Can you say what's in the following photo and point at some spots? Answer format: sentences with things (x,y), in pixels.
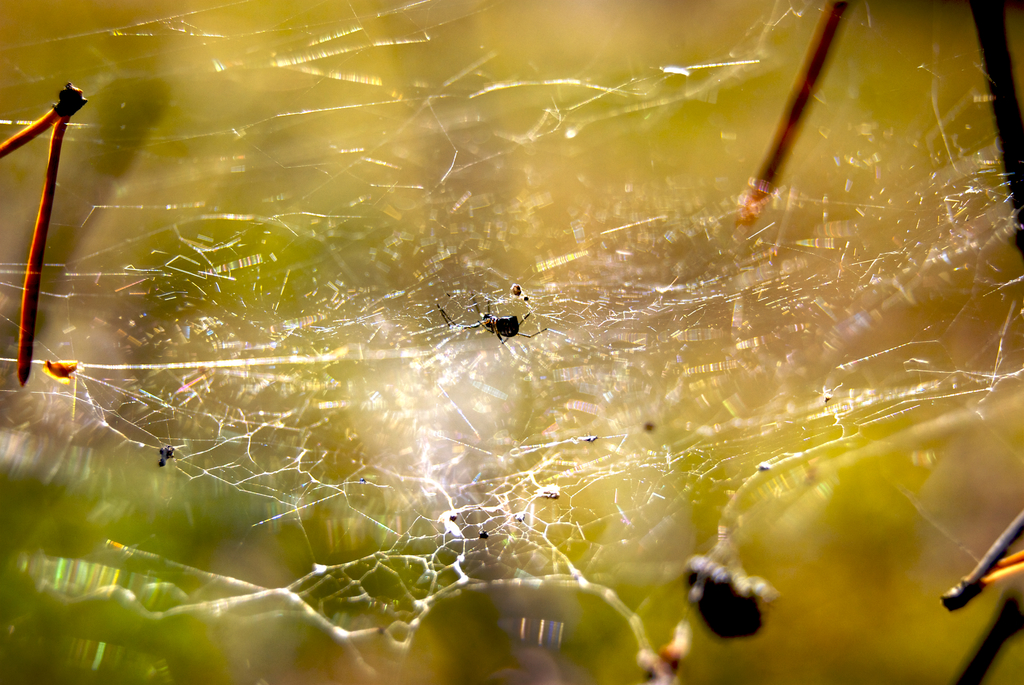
In this image I can see some insects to the web (539,297) and there is a blurred background (912,624). To the left (24,295) I can see the wooden sticks (37,129).
